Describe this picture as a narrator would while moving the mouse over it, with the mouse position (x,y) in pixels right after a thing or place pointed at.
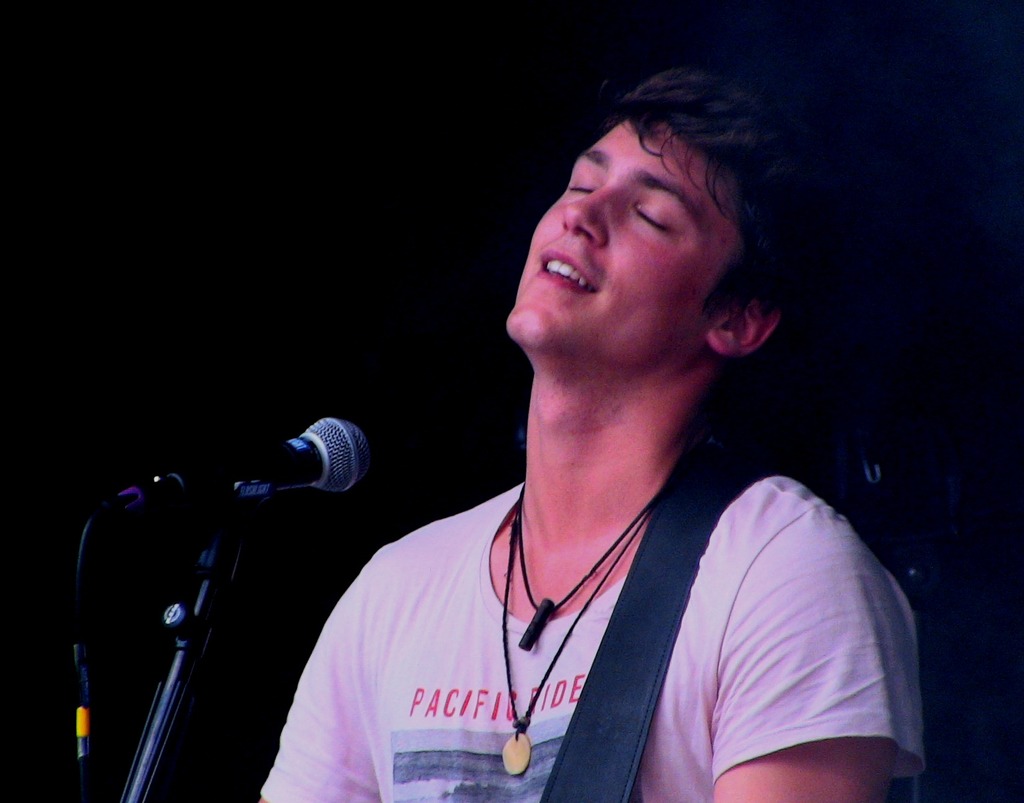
In this image we can see a man (607,508) standing near a mic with a stand (208,583).
